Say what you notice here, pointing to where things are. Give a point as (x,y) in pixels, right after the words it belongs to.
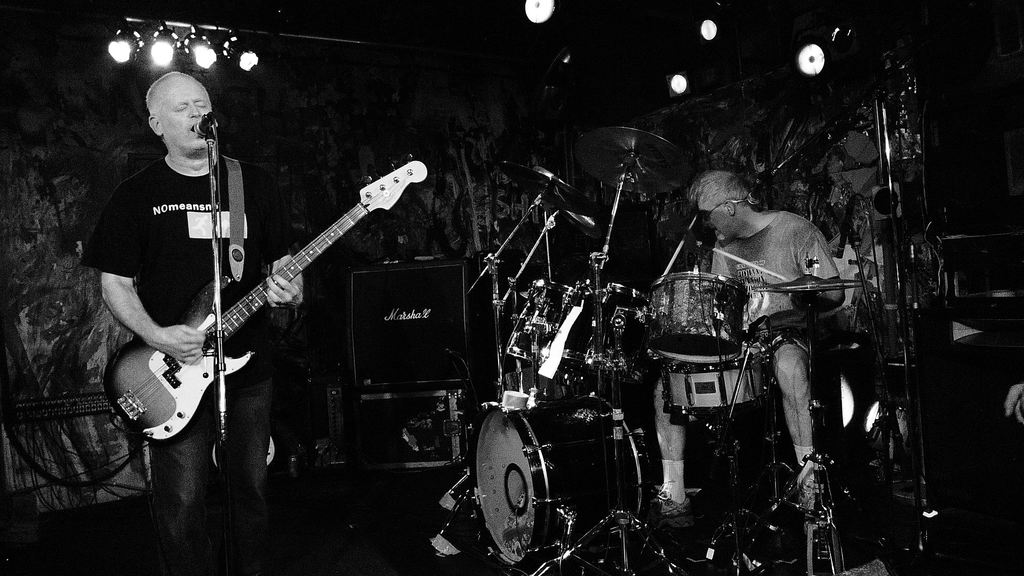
This is a black and white image. I can see a person (153,310) holding guitar (176,366) and singing a song. This is the mic (203,124) attached to the mike stand (210,136). Here is a person (762,313) sitting and playing drums (688,340). This looks like a hi-hat instrument (799,292). I can see the show lights (813,48), which are at the top (549,6).
